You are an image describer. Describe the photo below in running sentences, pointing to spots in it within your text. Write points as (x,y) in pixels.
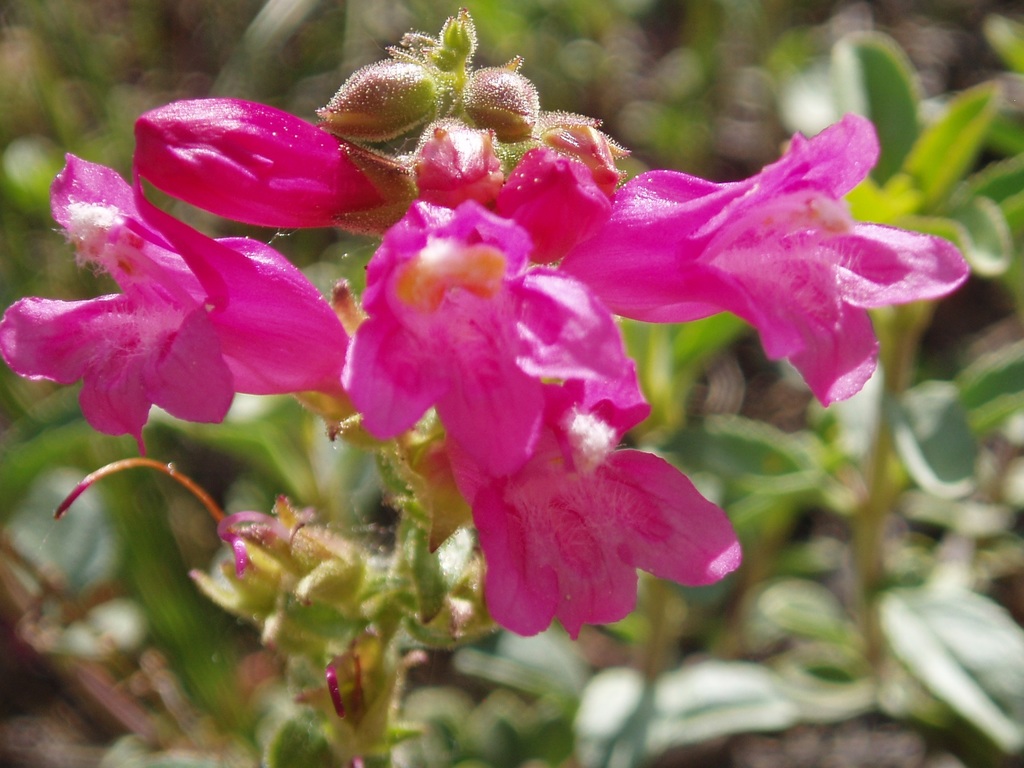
In this picture I can see some flowers (554,500) and buds (411,87) on the plant (503,521). In the back (958,413) I can see some plants (942,442) and grass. In the background (718,126) I can see the blur image.
